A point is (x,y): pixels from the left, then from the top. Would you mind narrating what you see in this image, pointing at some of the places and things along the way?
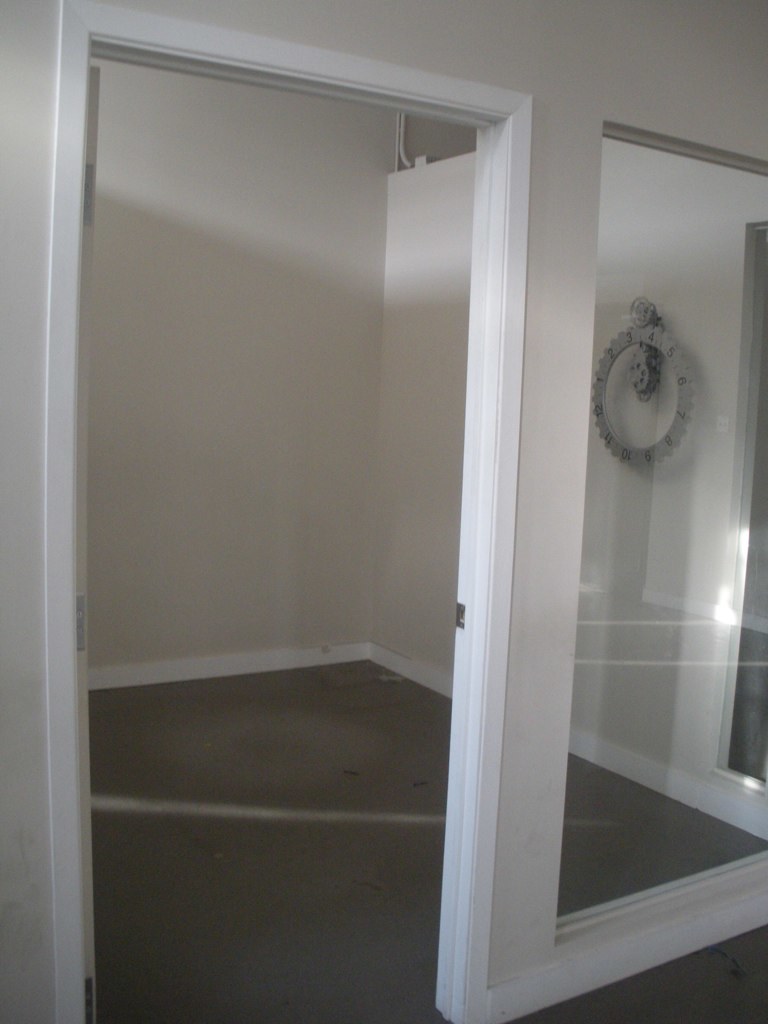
In this picture we can observe an entrance (485,594) into the room (328,487). There is a glass (610,639) on the right side (665,508). In the background (266,294) we can observe a white color wall (253,425).
